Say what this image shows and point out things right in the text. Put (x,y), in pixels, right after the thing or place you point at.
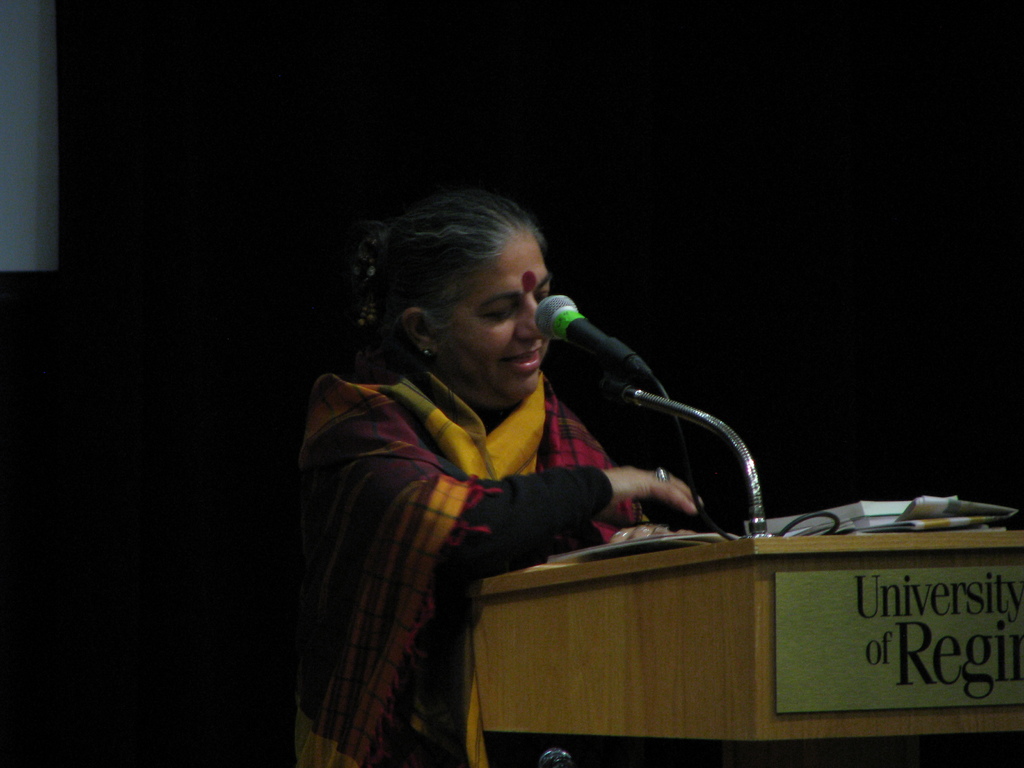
In this picture I can see there is a woman (664,482) standing and she is wearing a sari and she is smiling and there is a wooden table (828,674) in front of her with few books (887,509) and a news paper (934,502) and there is a microphone (561,332) attached to it. The backdrop (722,501) is dark and there is a white color object (35,156) on to left side (30,231).
